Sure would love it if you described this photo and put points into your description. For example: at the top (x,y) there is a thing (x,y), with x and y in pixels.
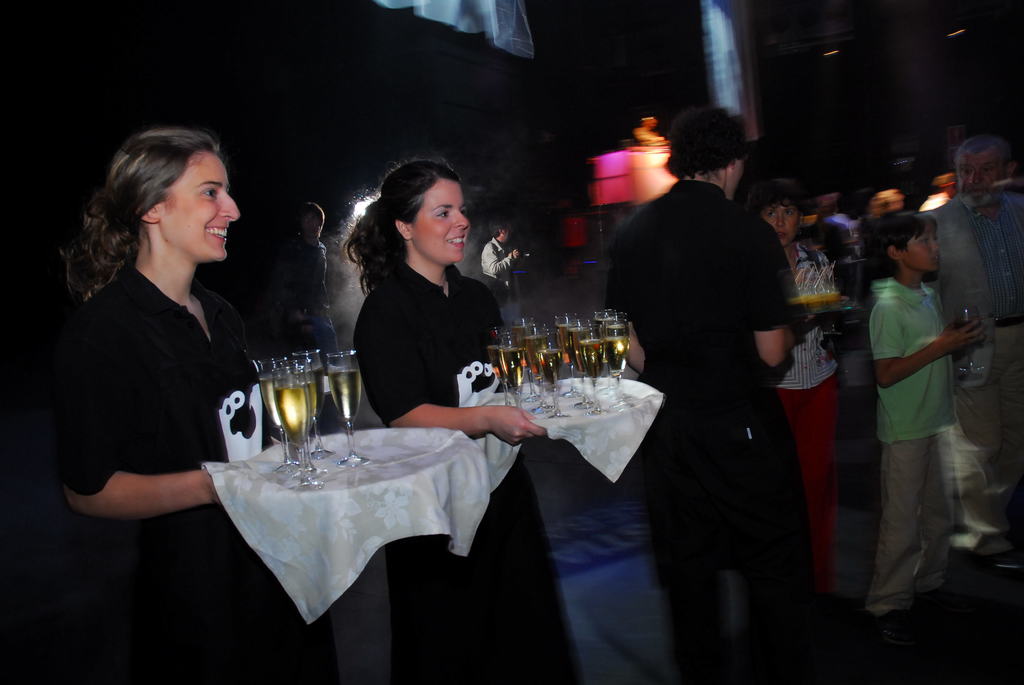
In the foreground of this picture (216,342), there are two women (199,357) standing and holding a plate (377,485) of glasses (293,422) in their hands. In the background (845,300), there is a crowd (664,229) and on the top (798,68) is dark.
